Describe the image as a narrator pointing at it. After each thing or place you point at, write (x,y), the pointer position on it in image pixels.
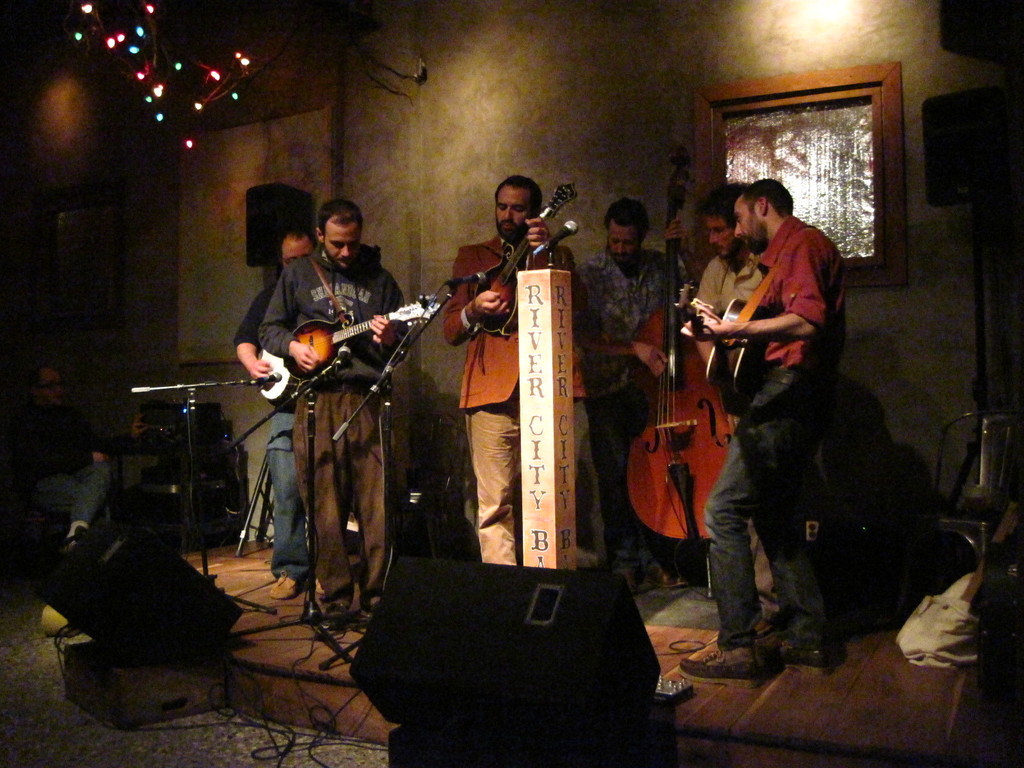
There is a group of people (351,434). They are standing on a stage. They are playing a musical instruments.
